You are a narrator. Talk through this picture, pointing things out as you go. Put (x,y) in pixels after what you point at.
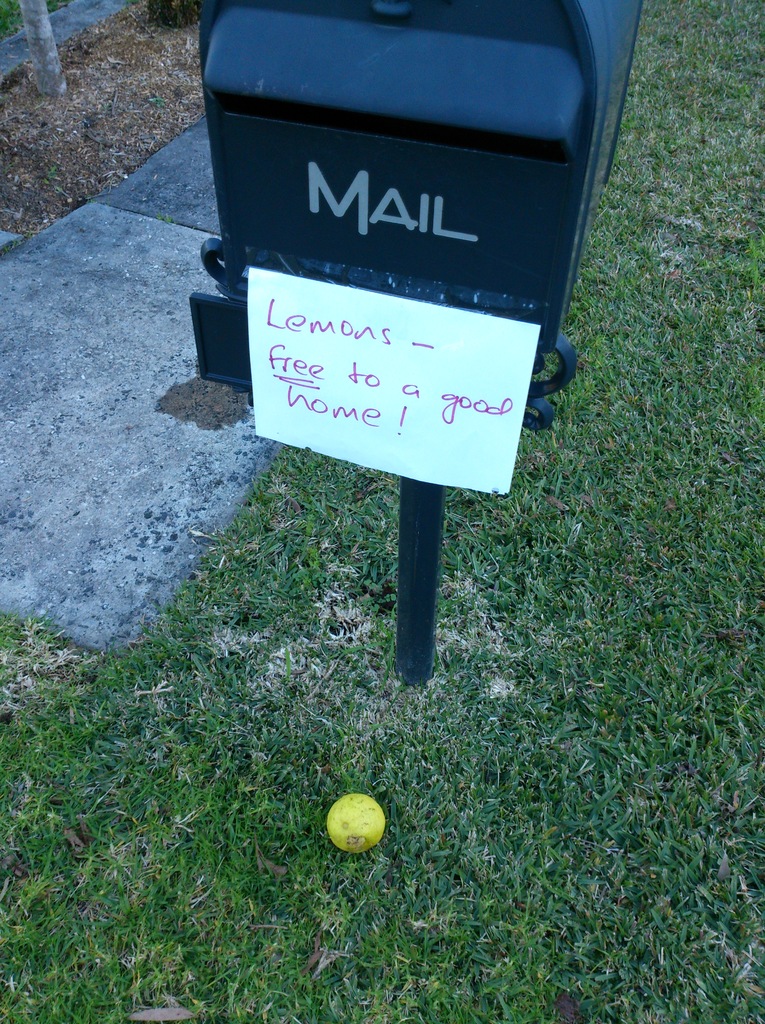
In this picture we can see a lemon (335,812) on the grass (303,784). We can see a mailbox (525,32). There is some text (319,323) on a whiteboard (373,404). This white board (260,432) is visible on a mailbox (319,273).
